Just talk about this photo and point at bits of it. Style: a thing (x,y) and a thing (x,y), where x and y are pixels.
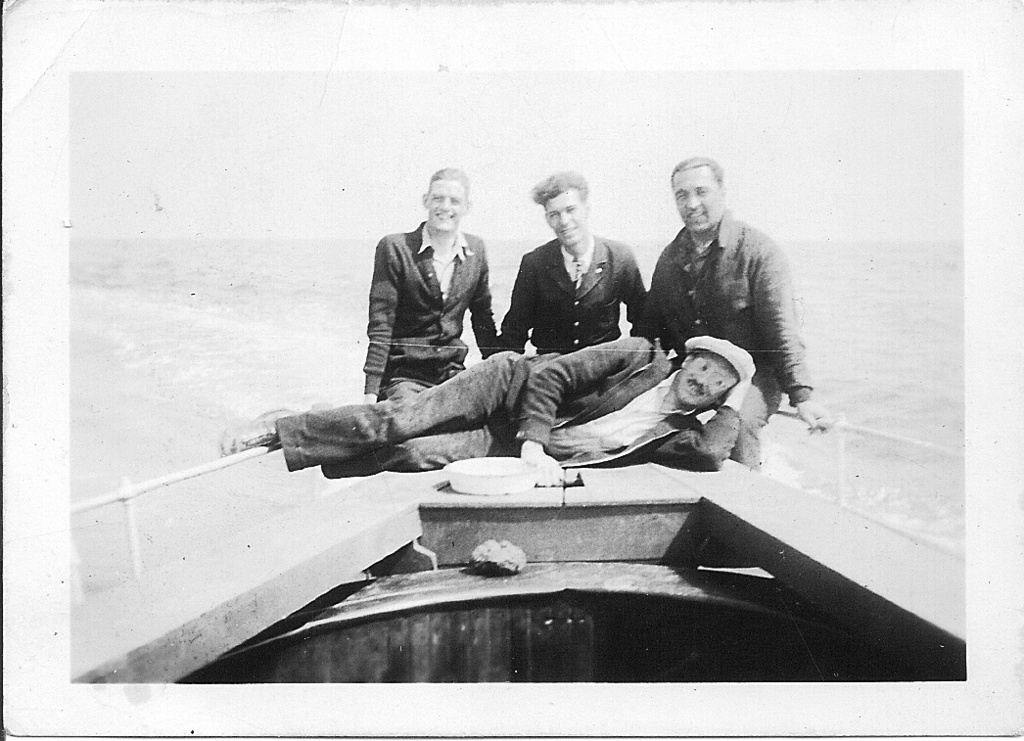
This is black and white picture, there are three people (739,263) sitting and this man (632,371) laying. We can see boat (218,544) above the water (886,363).
